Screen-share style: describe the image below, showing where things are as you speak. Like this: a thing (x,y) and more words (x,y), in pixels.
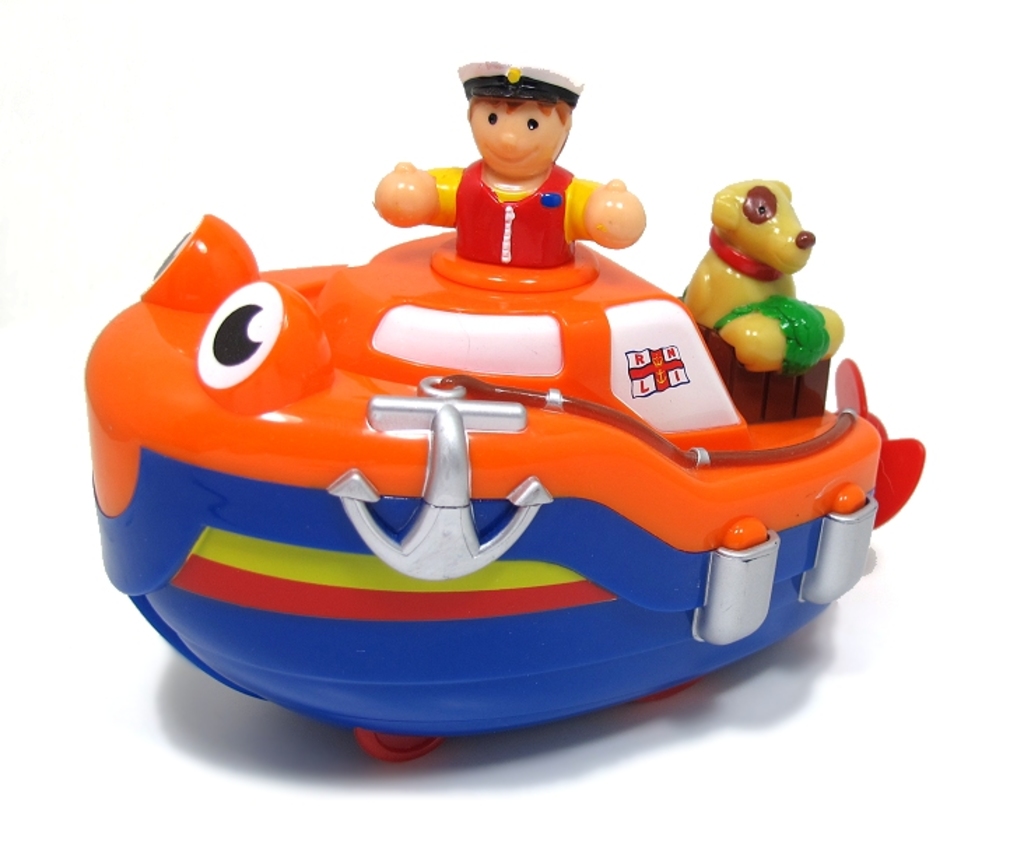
Here we can see toy (409,356).
